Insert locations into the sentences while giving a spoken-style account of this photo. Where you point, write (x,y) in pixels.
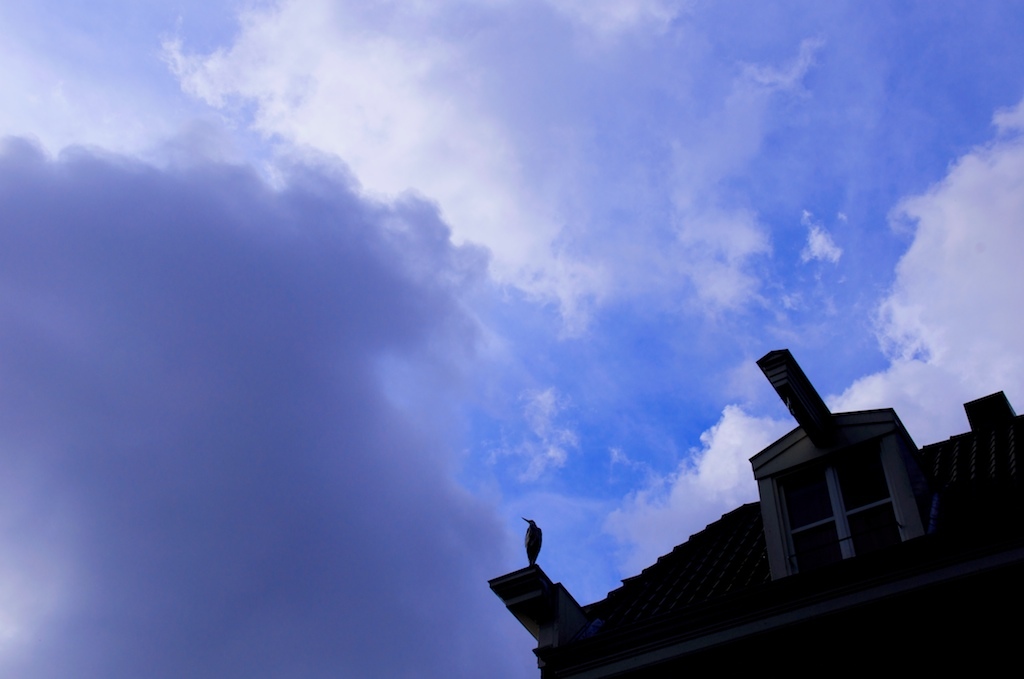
In this image there is a bird (531,527) standing on the building (868,606), and at the background (416,337) there is sky (416,337).
